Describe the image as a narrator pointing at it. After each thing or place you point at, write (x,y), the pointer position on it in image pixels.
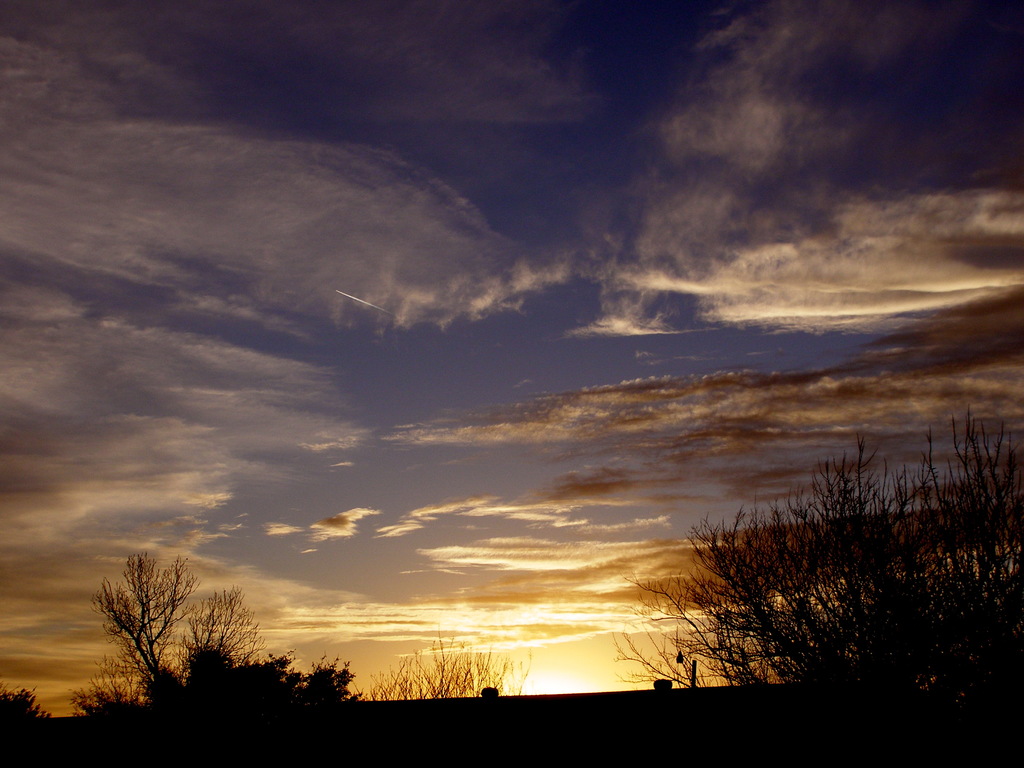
In the image there are plants (782,618) and in the background (386,555) there is a sky (566,389).
